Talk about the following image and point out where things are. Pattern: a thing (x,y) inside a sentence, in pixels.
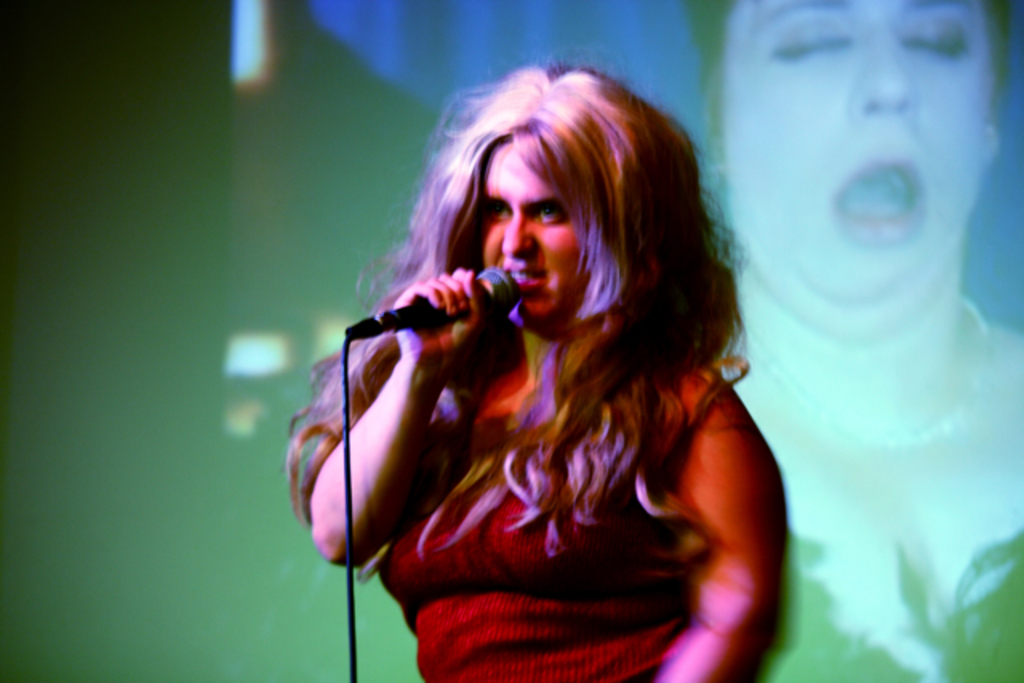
In this image I can see a woman (575,452) wearing red colored dress (488,618) is standing and holding a black colored microphone (410,314) in her hand (465,302). In the background (401,56) I can see the screen (884,233) in which I can see a woman (913,192).
